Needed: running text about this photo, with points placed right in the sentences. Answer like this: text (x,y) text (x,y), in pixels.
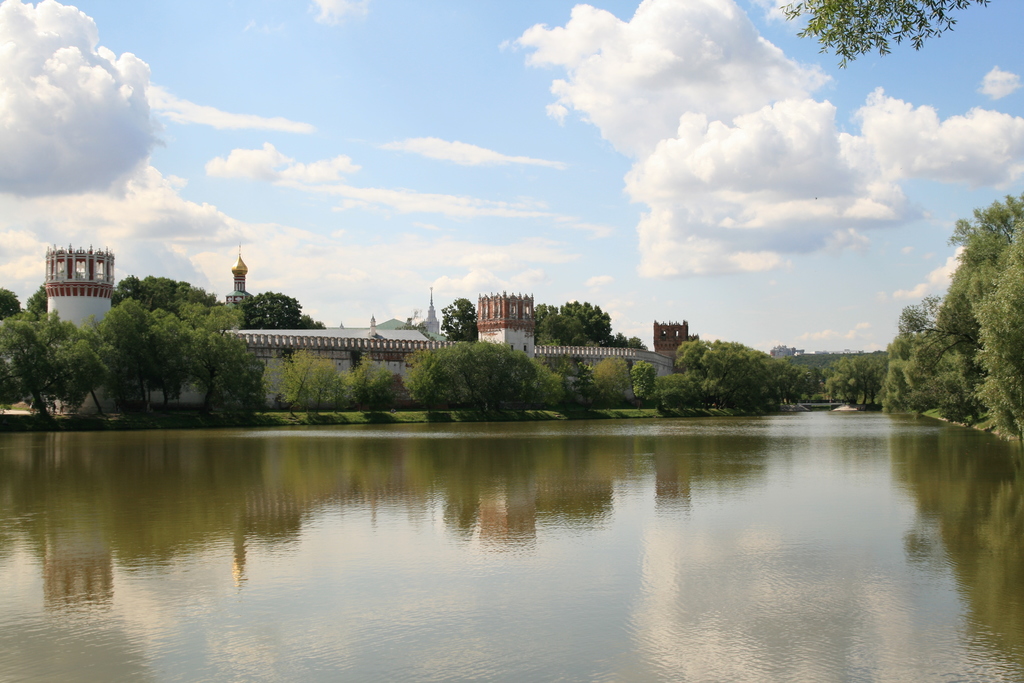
In this image at the bottom (681,570) there is one river (797,461) and in the background (881,390) there are some buildings (352,350) and trees (110,348), on the top of the image (469,173) there is sky (768,171).
